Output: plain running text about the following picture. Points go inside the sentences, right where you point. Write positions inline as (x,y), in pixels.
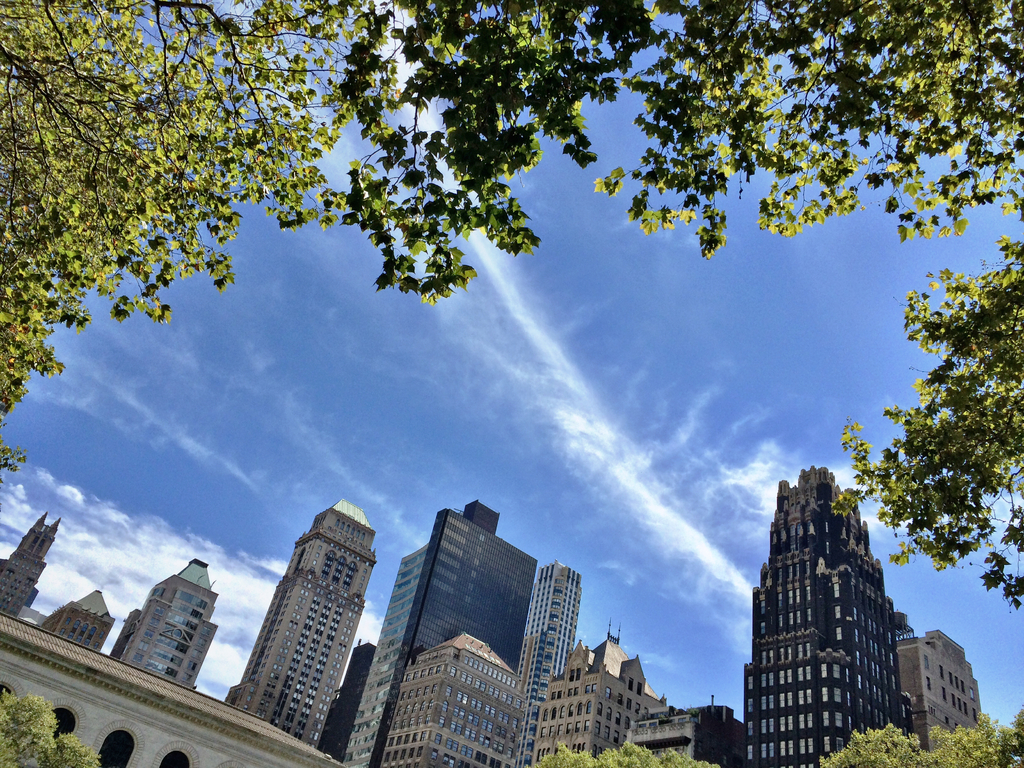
In this image we can see some buildings (486,670), windows (438,642), trees (91,223), plants (645,761), also we can see the sky (443,365).
